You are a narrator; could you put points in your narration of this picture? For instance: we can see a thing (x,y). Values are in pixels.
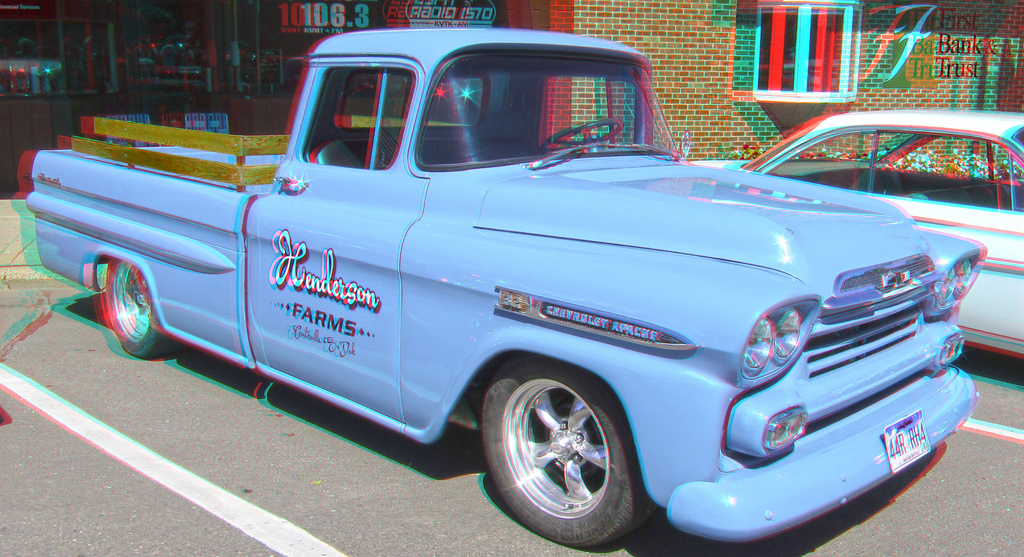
In this picture we can see blue color car (440,321) on the road (447,504). On the right (975,140) we can see white color car (1018,194) near to the building (805,61). On the top right corner (796,102) we can see board (915,56) and window (812,100). On the top left corner (258,85) we can see glass doors (33,85).
